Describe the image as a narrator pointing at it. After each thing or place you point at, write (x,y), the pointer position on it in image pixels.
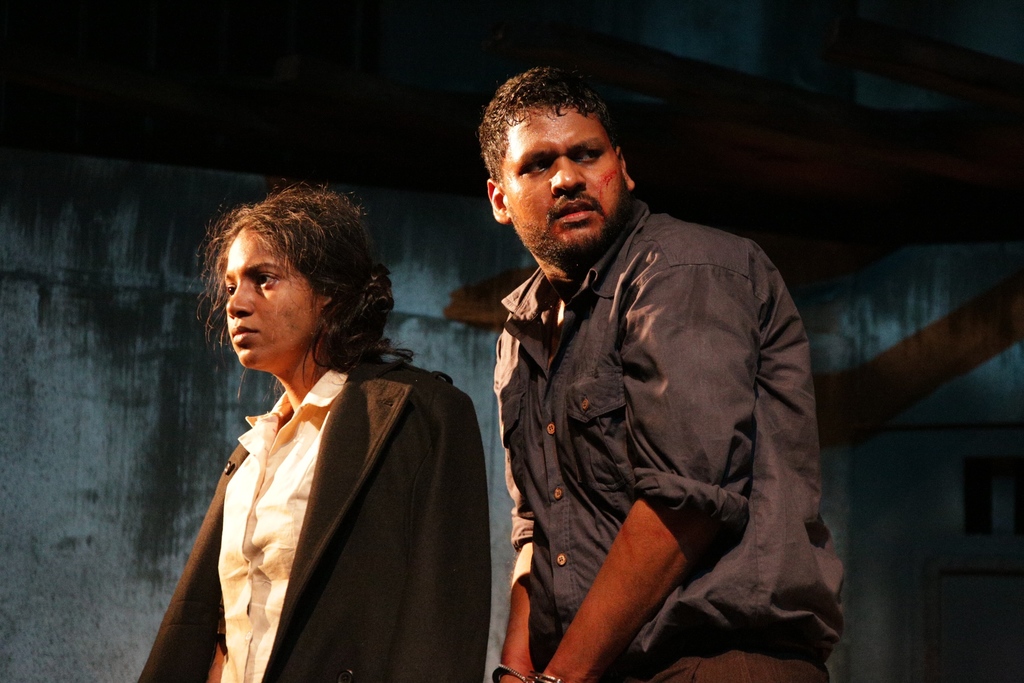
On the left side (269,275) a woman (400,482) is there, she wore black color coat (384,525). Beside her a man (572,264) is there, he wore shirt (672,434).
